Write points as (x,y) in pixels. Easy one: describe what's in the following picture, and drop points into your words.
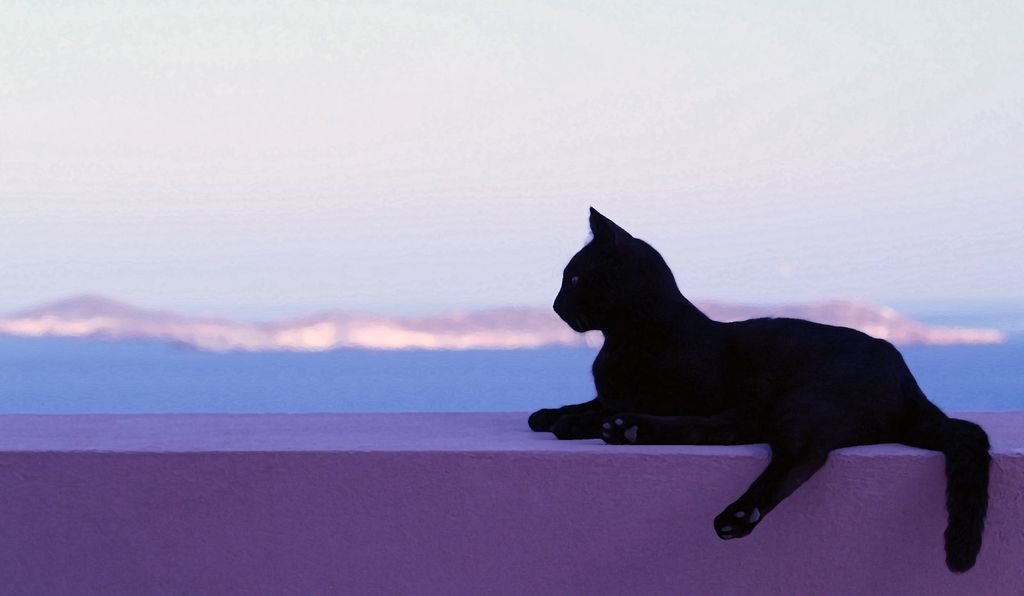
In this picture there is a black cat (599,264) which is sitting on the pink wall (473,466). In the background (923,346) I can see the river (13,340) and mountains (941,343). At the top (548,84) there is a sky (548,84).
